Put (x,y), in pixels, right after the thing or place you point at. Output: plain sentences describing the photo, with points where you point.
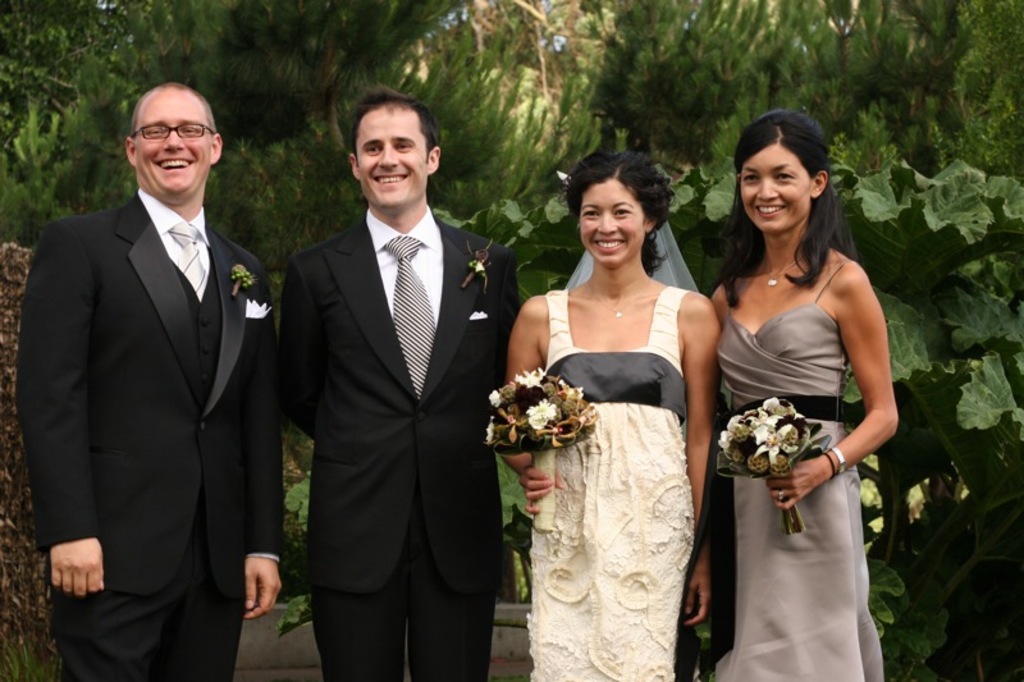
In this image I can see 2 men (314,251) who are wearing white shirts (173,216), ties (397,241), black blazer (191,416) and black pant (199,534) are standing and 2 women (616,370) standing and holding flower bouquets (756,445) in their hands (795,487). I can see all of them are smiling. In the background (261,136) I can see few trees (279,64) which are green in color.
